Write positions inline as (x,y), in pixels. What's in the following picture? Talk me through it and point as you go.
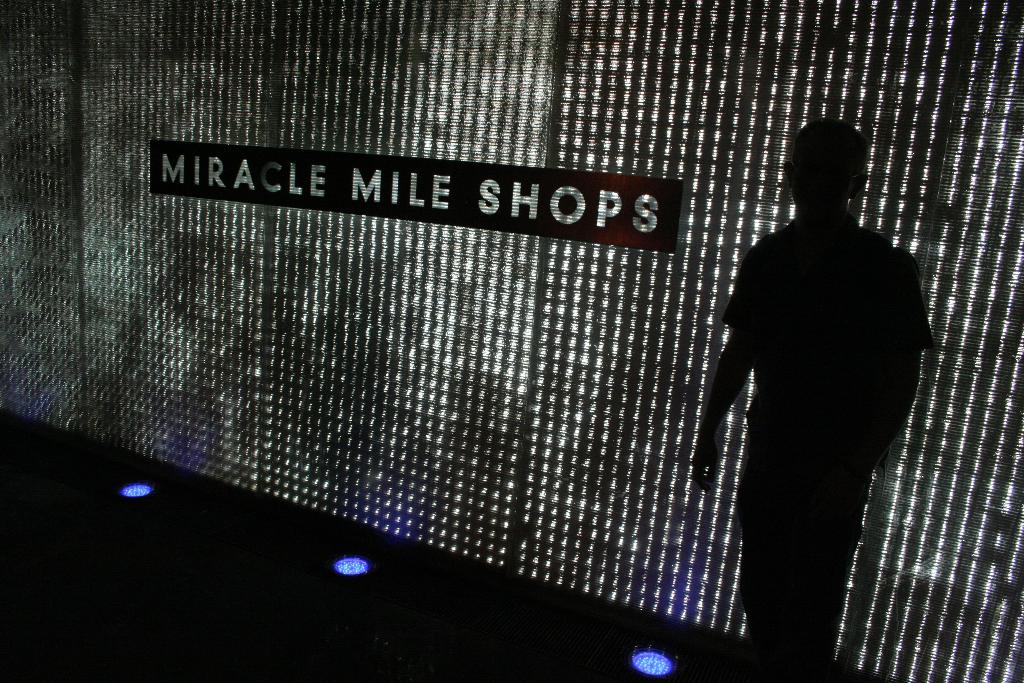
In this picture there is a man (800,339) standing. At the back (946,464) there is text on the wall (553,283). At the bottom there are lights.
